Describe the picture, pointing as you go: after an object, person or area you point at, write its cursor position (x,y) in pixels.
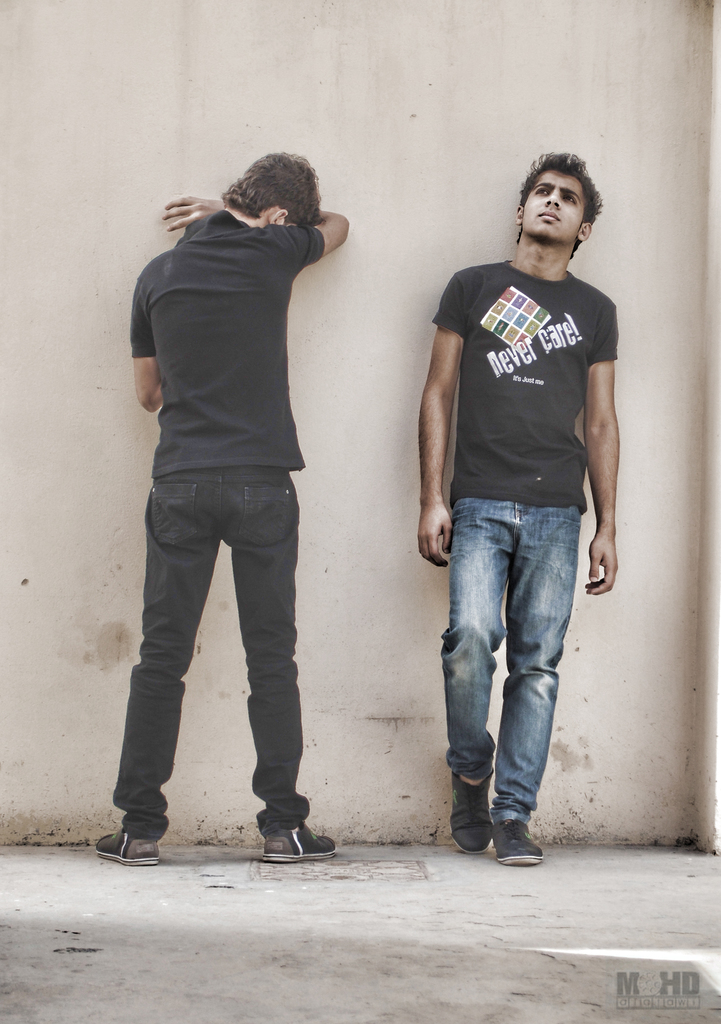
In the center of the image (271,450) two mans (255,737) are standing. At the top of the image (421,248) wall (421,369) is there. At the bottom of the image (416,928) floor (454,893) is there.
